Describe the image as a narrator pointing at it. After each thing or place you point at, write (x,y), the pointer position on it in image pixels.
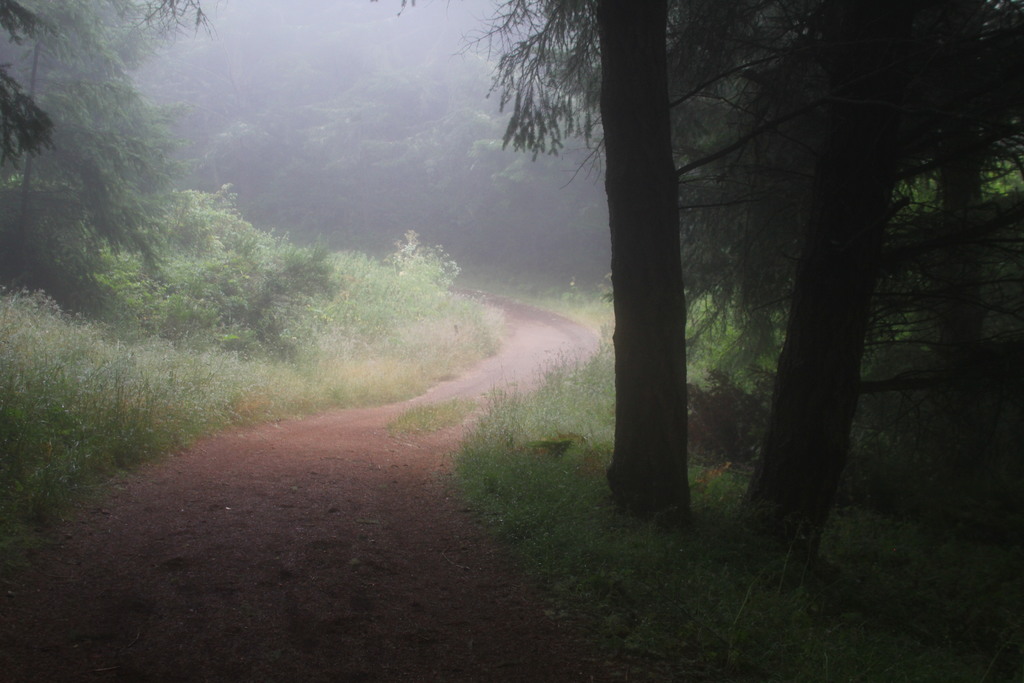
This is an outside view. In the middle of the image (497,378) there is a path (497,378). On both sides of the path (519,373), I can see the grass (361,344) and plants (388,301). In the background (389,109) there are many trees (618,148).
